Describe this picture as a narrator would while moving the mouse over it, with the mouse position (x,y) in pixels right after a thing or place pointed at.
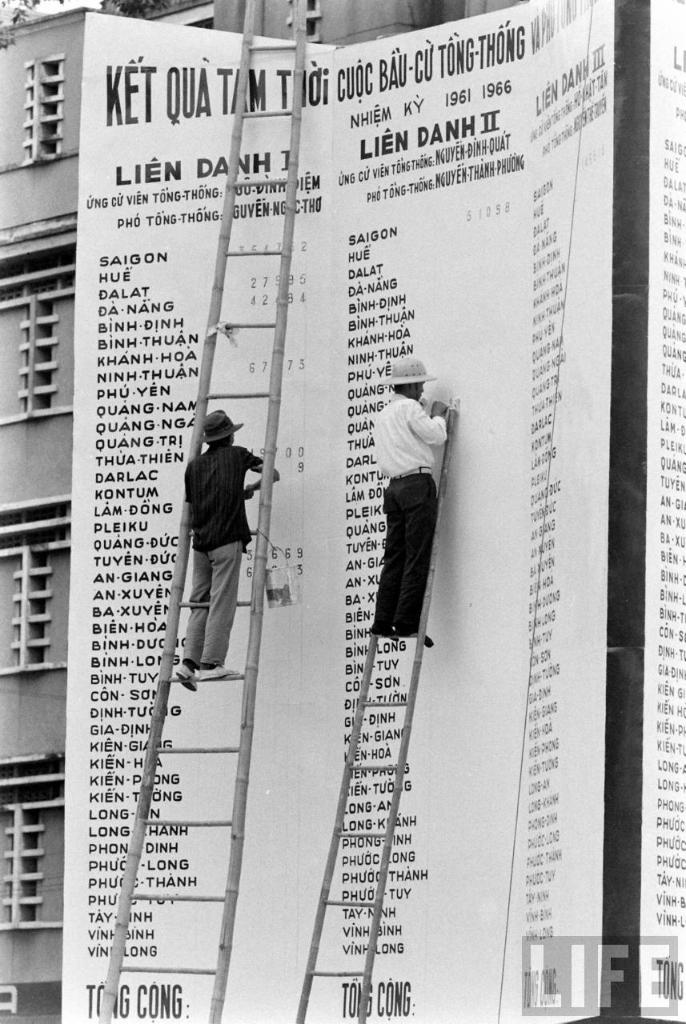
In this image we can see one big building (430,18), some plants (146,10) at the top of the building (39,778), some text (531,989) on the right side of the image (659,969), two ladders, one bucket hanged to the ladder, two white big banners (436,136) with text (360,952), two people (212,617) with hats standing on the ladder (263,566) and holding objects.
